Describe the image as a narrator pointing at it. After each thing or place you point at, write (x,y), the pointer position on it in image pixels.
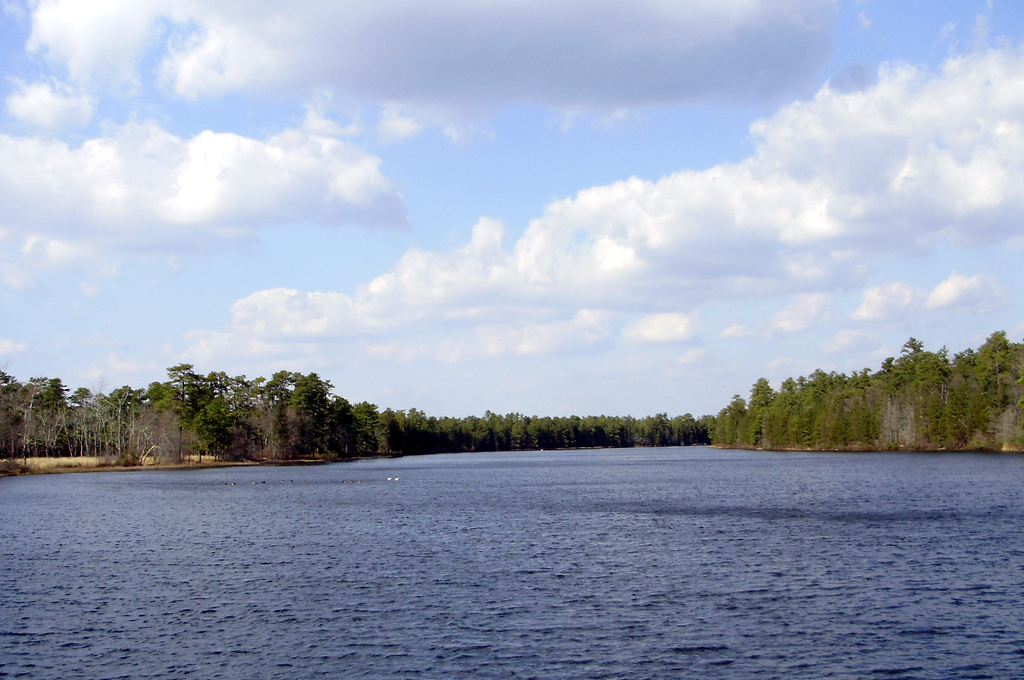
In this image, I think this is a river (462,475) with the water (524,470). These are the trees (355,435). I can see the clouds (283,198) in the sky (581,151).
